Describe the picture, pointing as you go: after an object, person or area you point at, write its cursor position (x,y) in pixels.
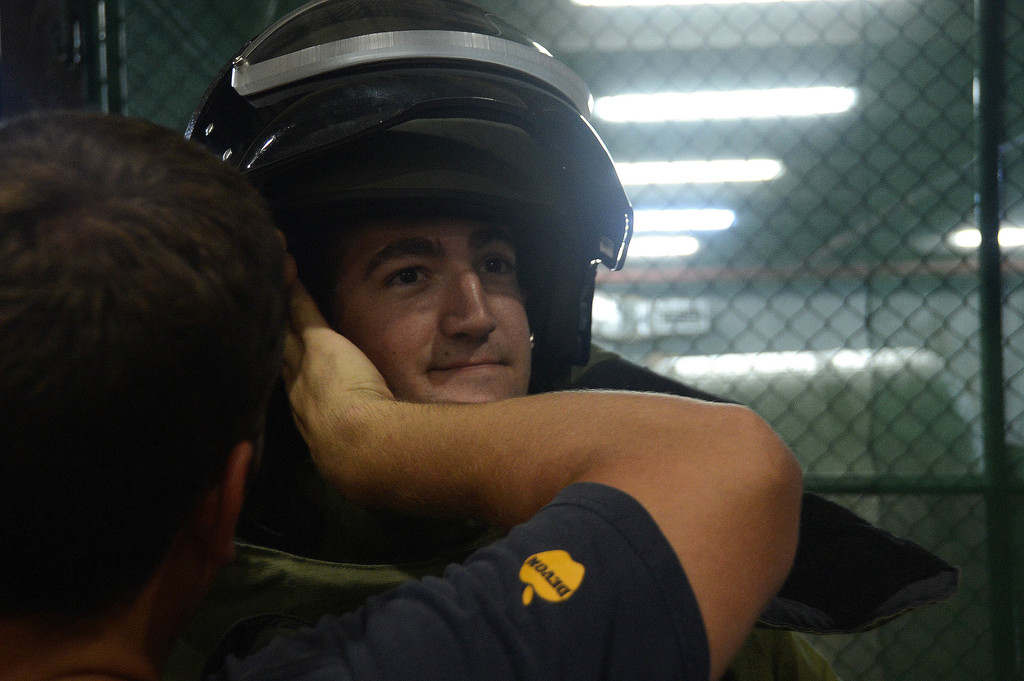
In this picture there are two men (296,386). The person (331,377) is putting a helmet (431,215) to other person (474,320). In the background (756,123) there are lights (671,213), wall (893,325) and other objects (818,376). In the center (631,255) there is a fencing (972,513).
